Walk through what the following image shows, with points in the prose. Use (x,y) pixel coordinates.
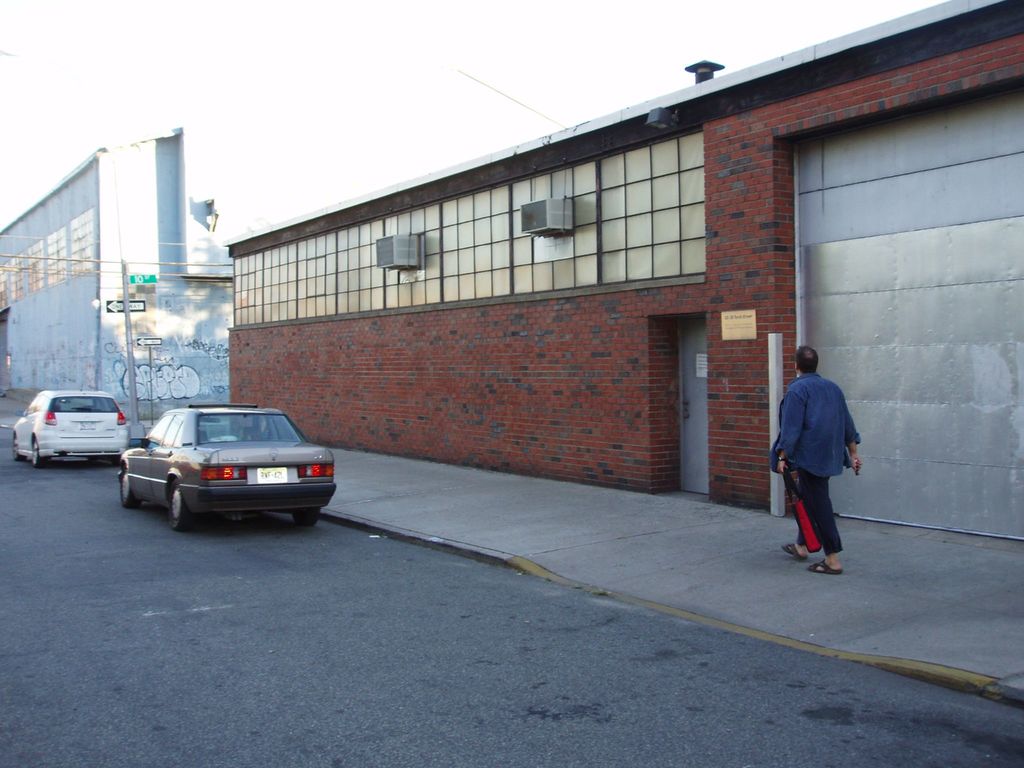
This is the picture of a road (387,689). In this picture there is a person (797,370) walking on the footpath (800,634) and there are poles (131,433) on the footpath (461,513). At the back (94,315) there are buildings (17,385). At the top (319,154) there is sky (415,106). At the bottom (217,728) there is a road (217,720).
